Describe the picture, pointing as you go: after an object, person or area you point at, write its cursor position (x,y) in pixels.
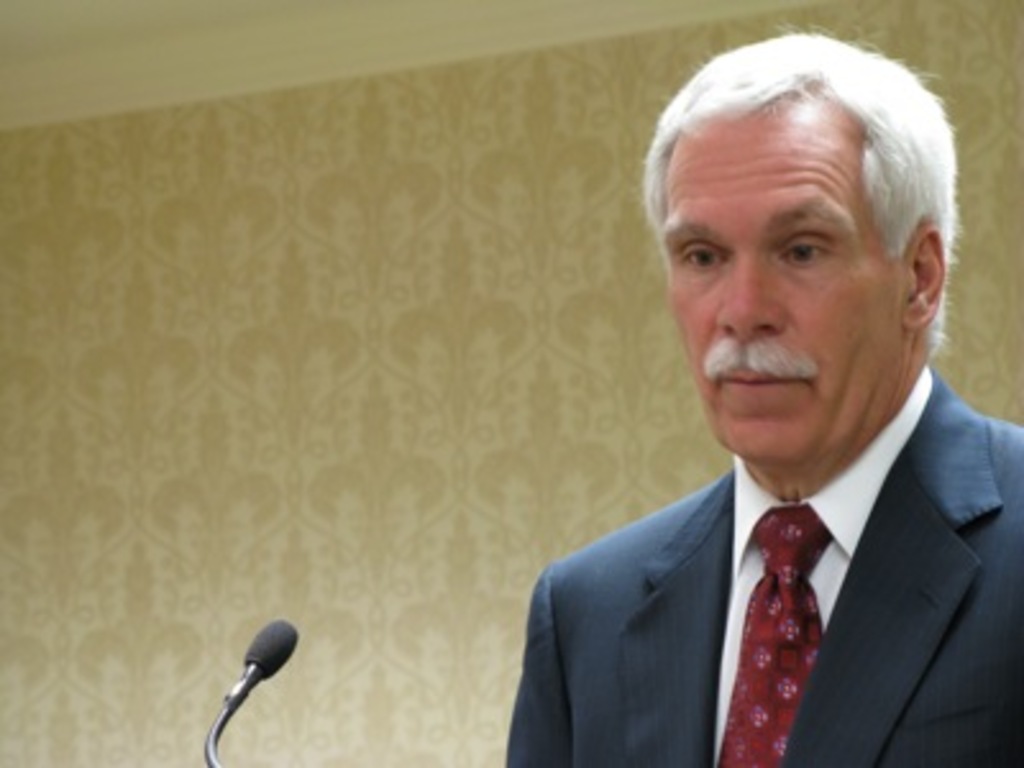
In this image on the right side (701,610) there is one person (739,170) in front of him there is one mike (252,671) it seems that he is talking, in the background (134,180) there is a wall (256,404).
